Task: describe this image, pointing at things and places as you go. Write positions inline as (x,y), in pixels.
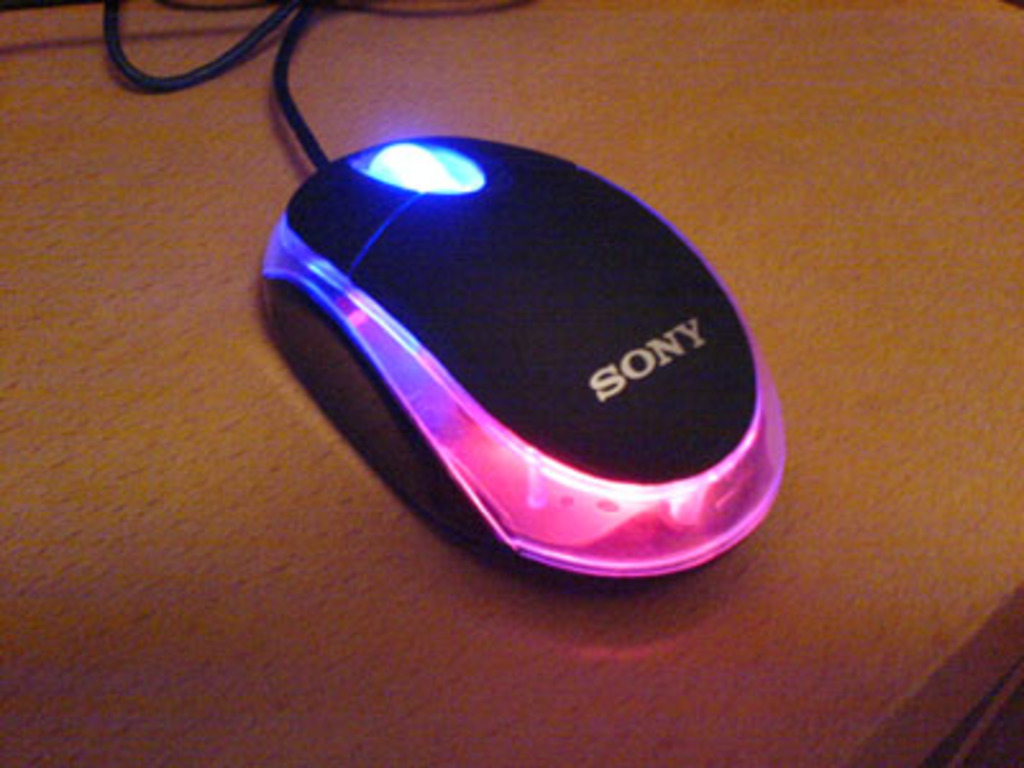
In this image we can see a mouse (447,396) on the wooden surface (820,127).
